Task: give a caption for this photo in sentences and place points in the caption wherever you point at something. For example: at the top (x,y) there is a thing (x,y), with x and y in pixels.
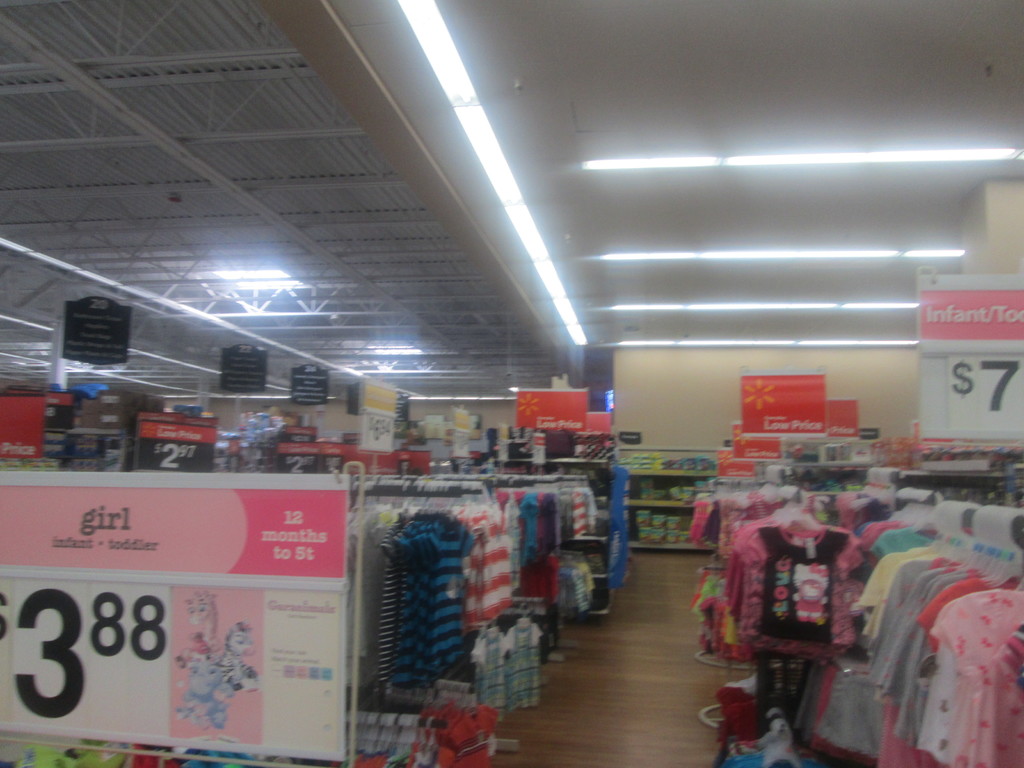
In this picture I can see the inside view of the mall (680,645). At the bottom (739,714) I can see many different kind of dresses (907,712) were hanging on this pole (366,478). In the bottom left (112,727) there is a poster (76,700) which showing the price of the cloth (549,499). In the back (819,484) I can see some boxes (663,535) on the wooden racks (642,511). At the top (879,153) I can see many tube lights (725,159) on the wall (884,68) and shed (143,222).
